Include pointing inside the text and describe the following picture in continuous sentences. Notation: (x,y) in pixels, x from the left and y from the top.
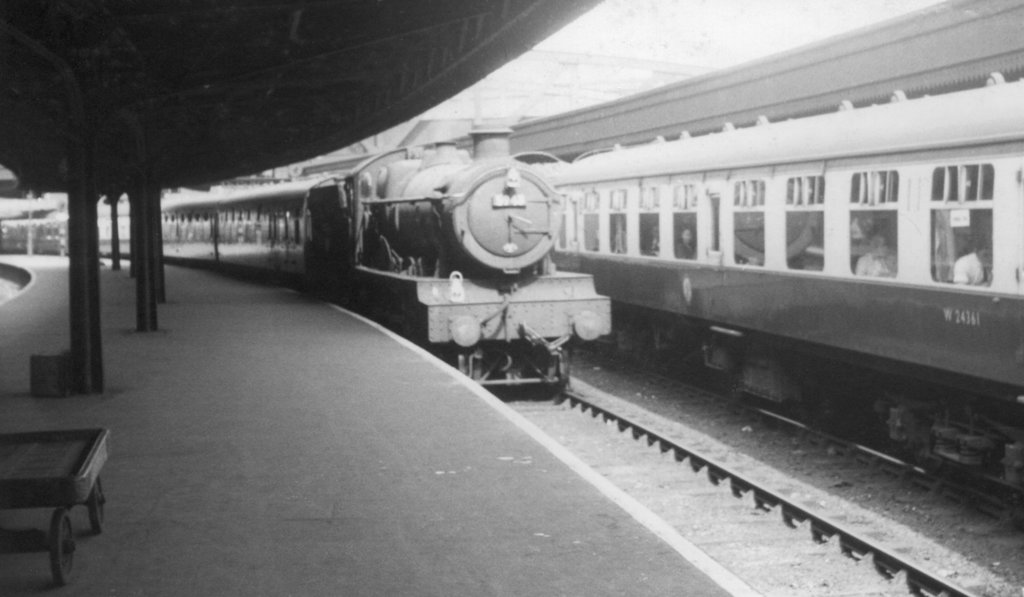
This is the black and white image, on the centre (518,252) and right, there are two trains (771,330) moving on the track (762,518). On the left (177,437), there is a platform (177,346), an object (94,522) having Tyre (94,522), the shed (95,58) and the pillars (84,347).
